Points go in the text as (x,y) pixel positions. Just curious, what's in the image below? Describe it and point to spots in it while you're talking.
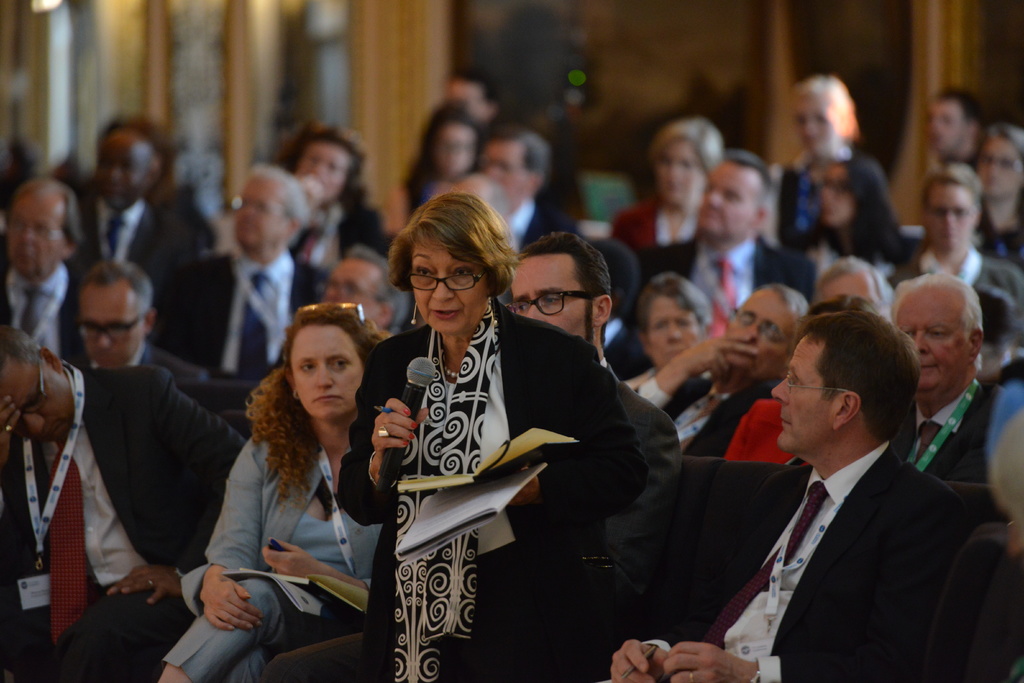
In this image, we can see people (761,288) wearing clothes (185,311) and sitting on chairs (730,505). There is a person (399,379) in the middle of the image (592,435) holding books (501,473) and mic (409,405) with her hands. In the background (479,85), image is blurred.
